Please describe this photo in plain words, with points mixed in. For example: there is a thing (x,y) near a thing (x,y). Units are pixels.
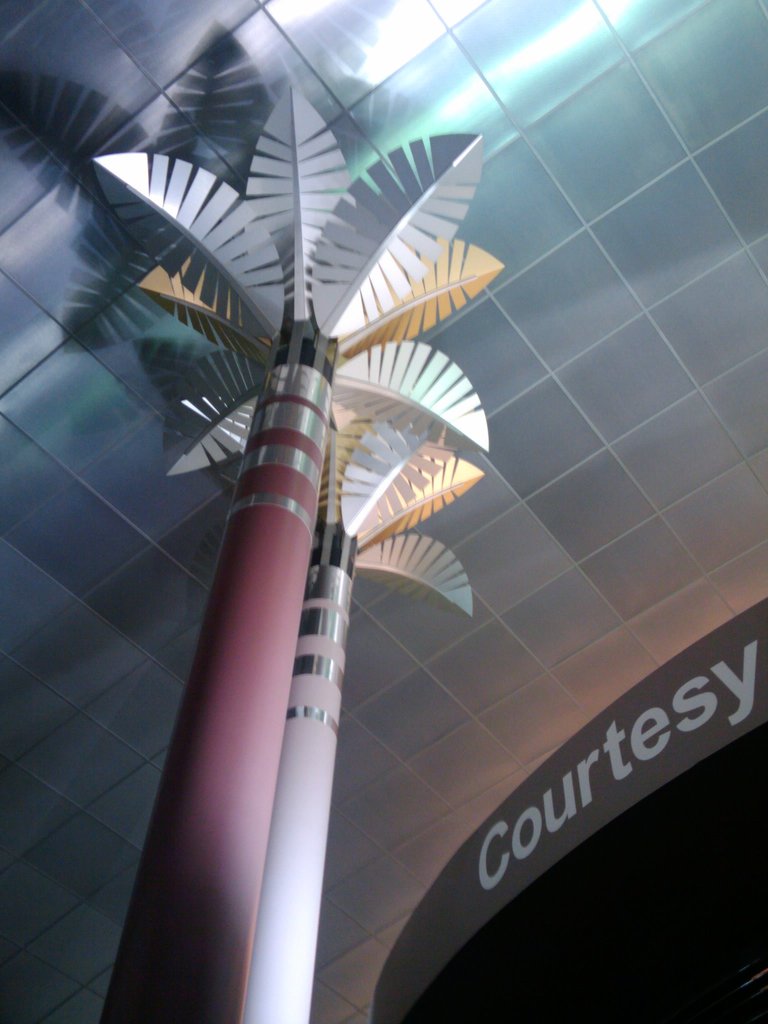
Here in this picture we can see an artificial tree (294,244) present on a pole (210,985) and in the front of it we can see some text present on the wall (725,646).
